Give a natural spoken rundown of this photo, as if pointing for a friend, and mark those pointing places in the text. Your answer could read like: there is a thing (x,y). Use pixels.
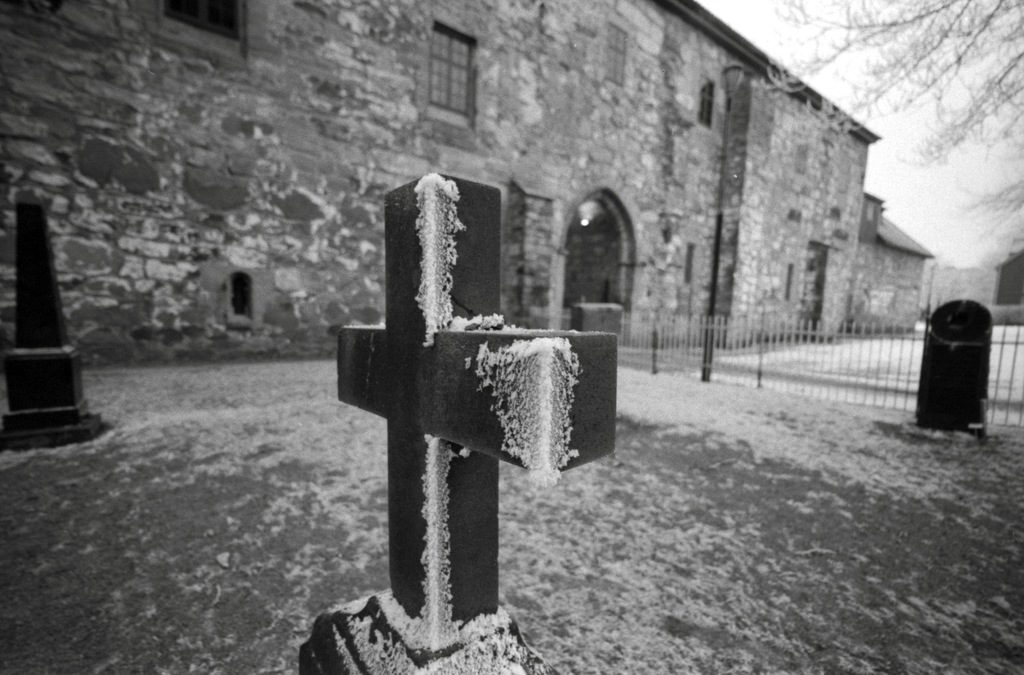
In this image we can see a building (162,114). In front of the building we can see the cemeteries (593,439) and the snow (549,465). In the top right (887,64), we can see the sky (976,79) and a tree (960,57).
